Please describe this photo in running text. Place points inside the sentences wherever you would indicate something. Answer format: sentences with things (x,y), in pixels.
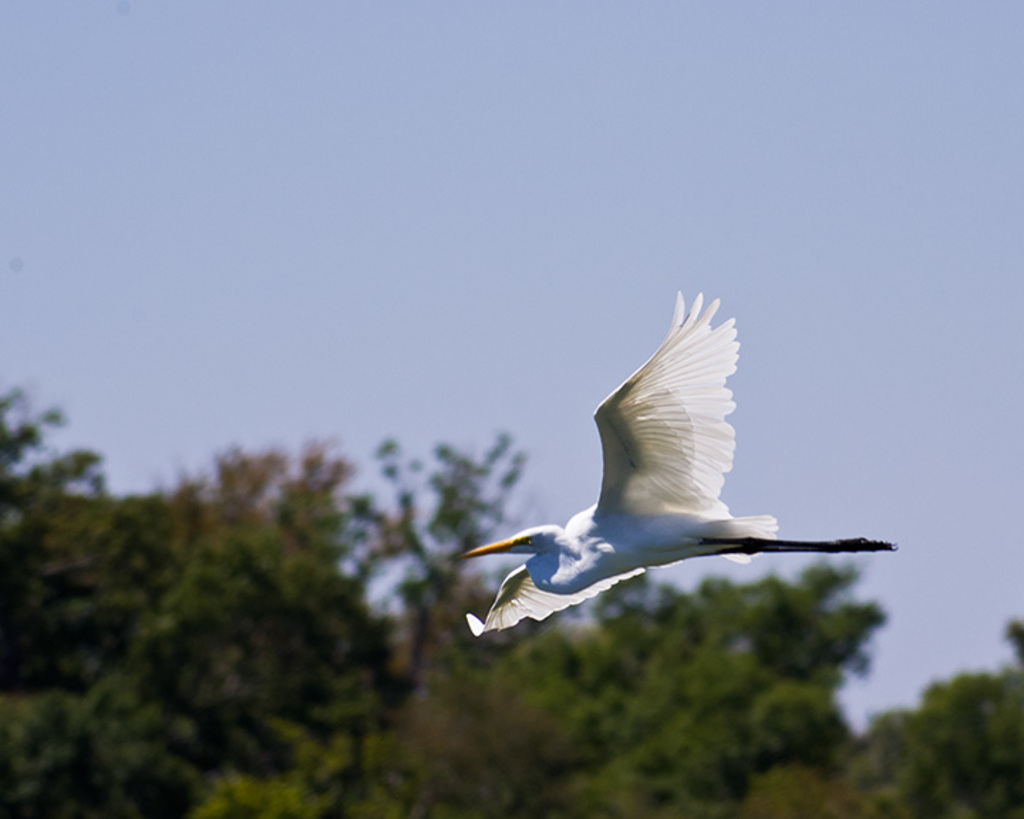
In this image we can see a bird (607,541) flying. In the background (195,533) there are trees (694,688) and sky (847,287).
